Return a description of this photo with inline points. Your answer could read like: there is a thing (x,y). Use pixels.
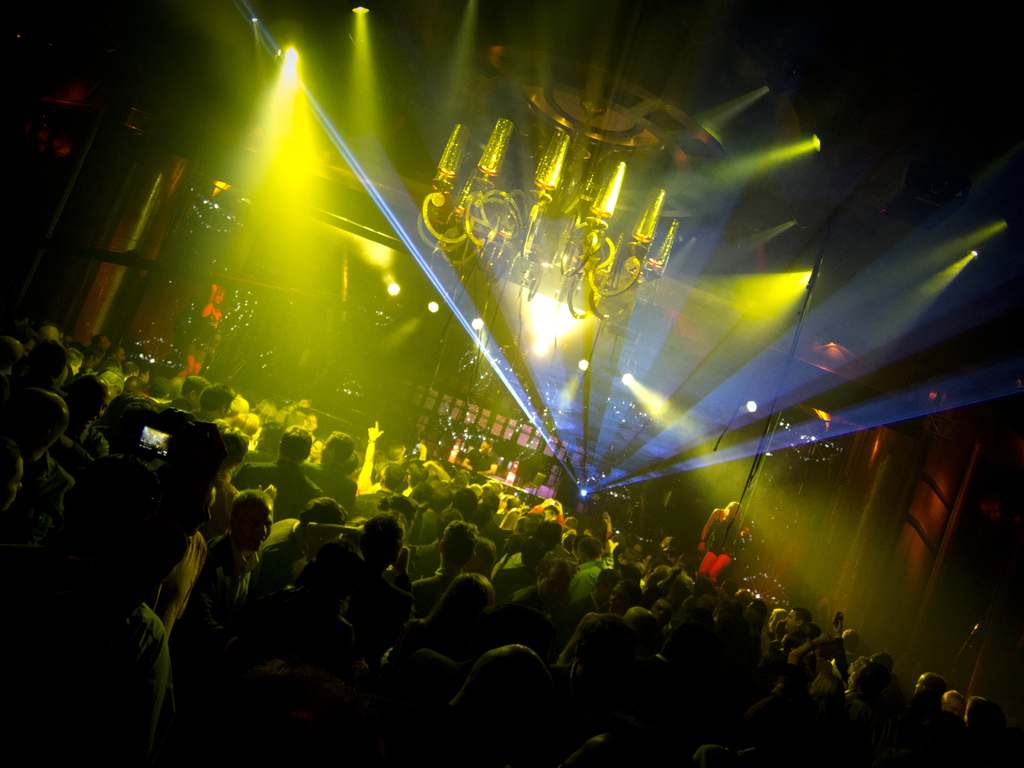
In this image there are group of people (340,655) standing, and in the background (552,442) there are group of people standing on the stage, chandelier (532,266), focus lights (471,337).
